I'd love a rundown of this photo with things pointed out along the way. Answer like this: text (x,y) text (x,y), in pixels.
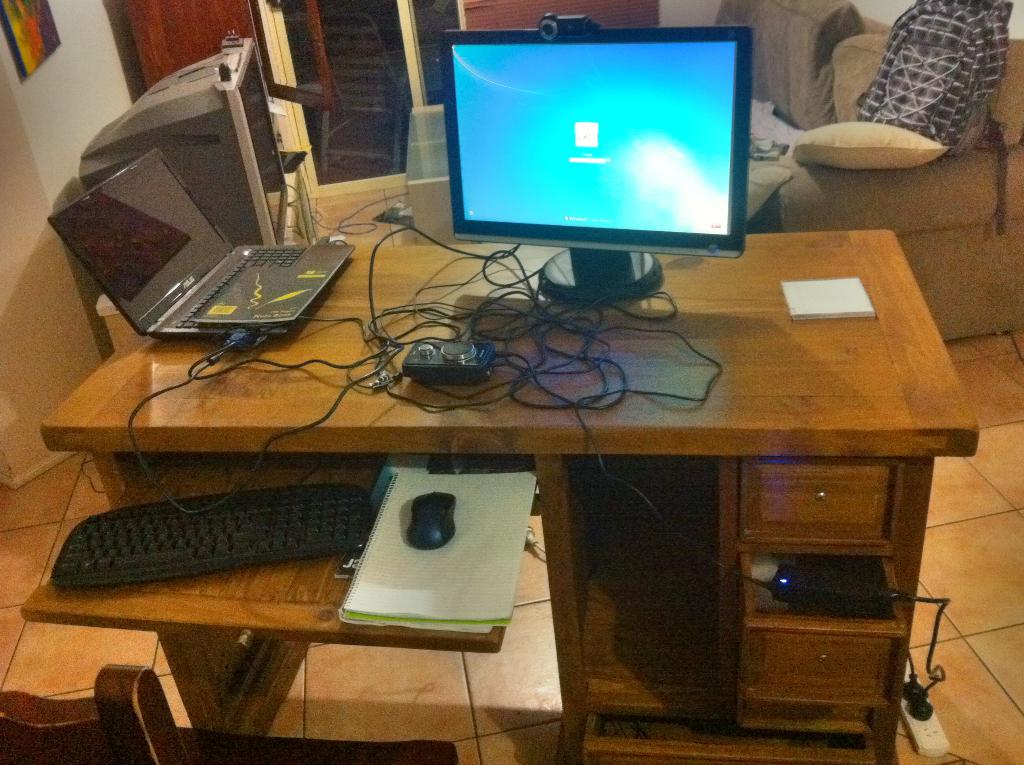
As we can see in the image, in the front (264,466) there is a table (210,443). On table (157,385) there is a keyboard (269,531), mouse (423,538), book (435,560), camera (445,374), wires (604,395), screen (651,233), system (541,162). Behind the table (757,401) there is a sofa (834,75). On sofa (838,73) there is a bag (896,124) and pillow (850,153).
